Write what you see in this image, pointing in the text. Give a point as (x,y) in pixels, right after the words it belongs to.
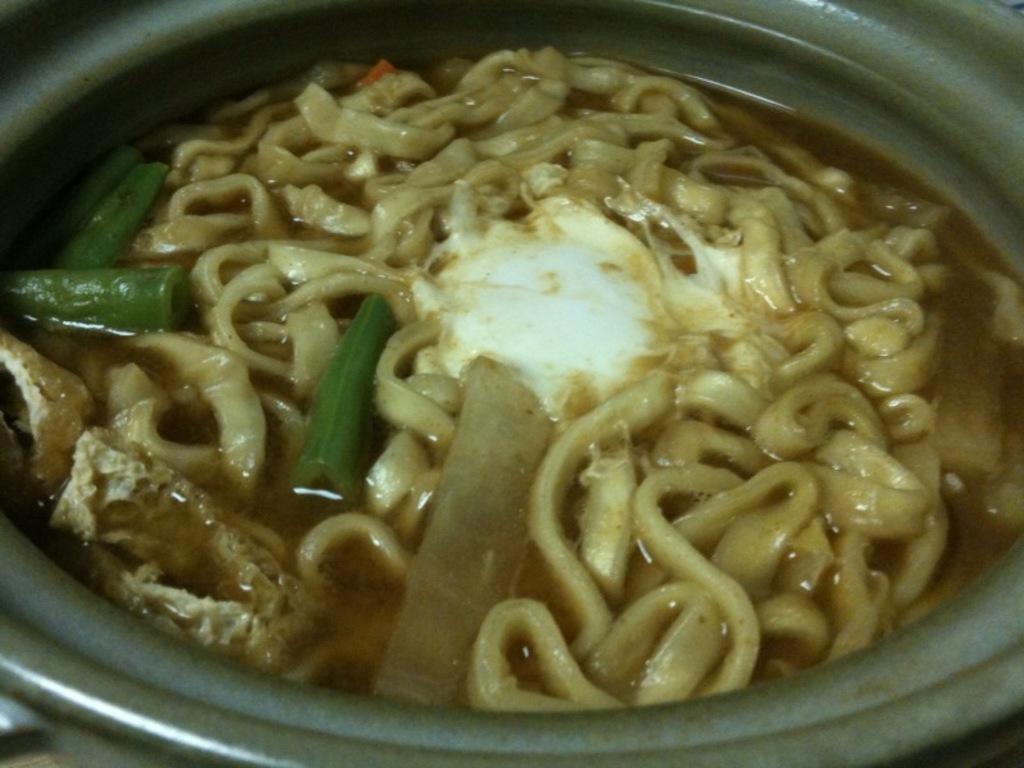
In this image there are food items (527,451) in a bowl (169,11).
